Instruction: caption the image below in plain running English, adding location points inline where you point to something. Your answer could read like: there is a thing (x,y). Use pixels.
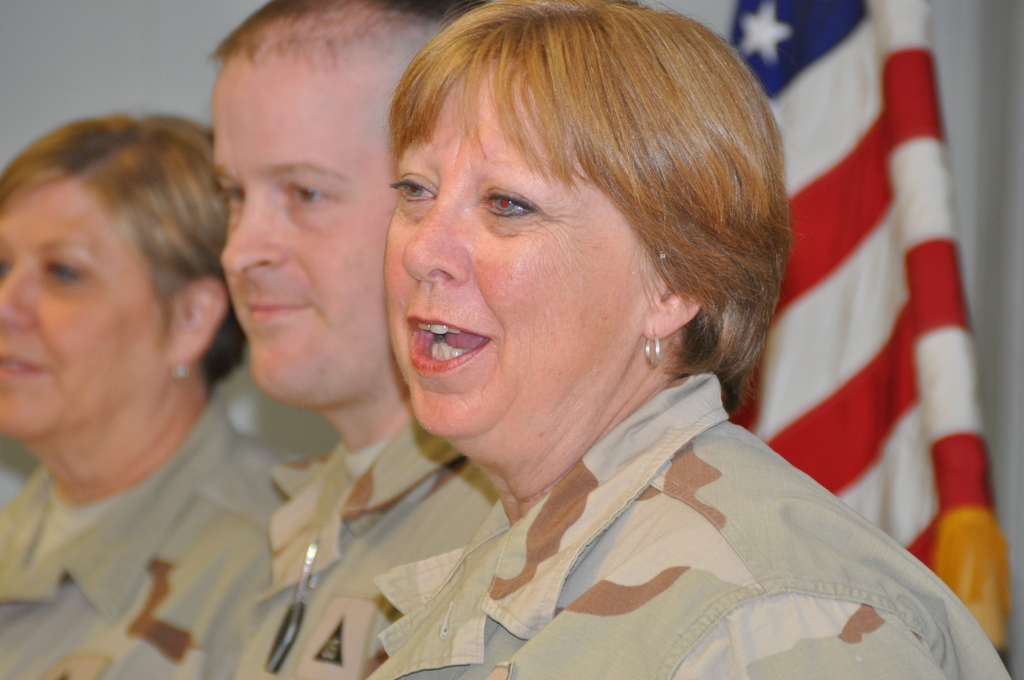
In the image three persons (112,250) are standing and smiling. Behind them there is flag (933,98).
